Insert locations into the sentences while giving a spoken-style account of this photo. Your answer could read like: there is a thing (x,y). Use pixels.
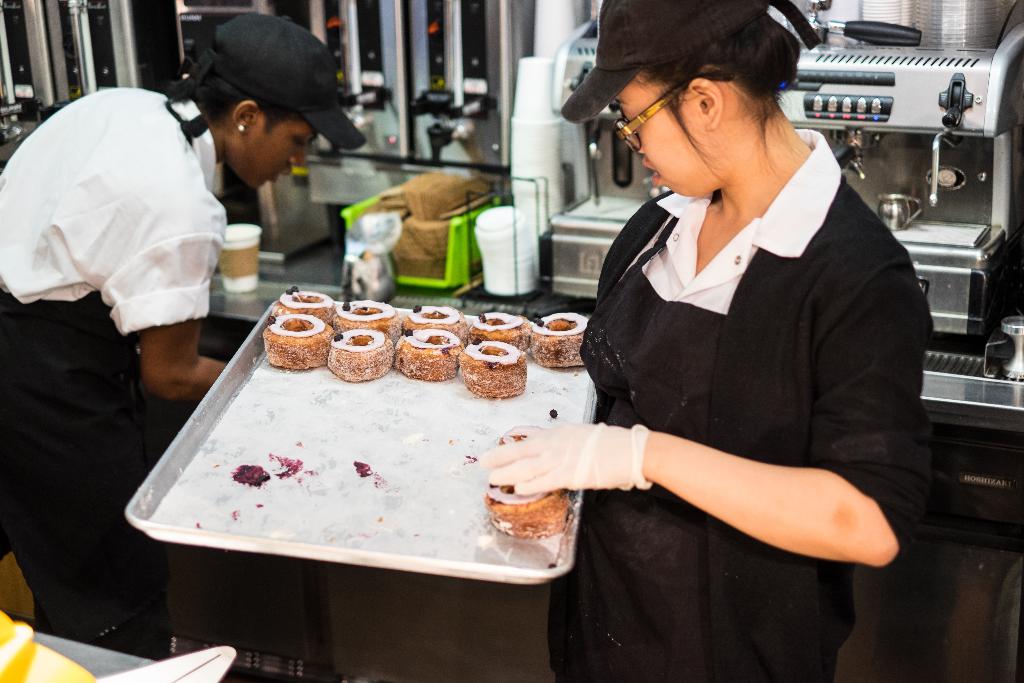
In this image I can see two persons (731,267) standing. The person (755,366) at right (755,366) wearing black and white dress (716,334) holding few cakes (350,312) in the tray (328,374), and the person (94,274) at left (165,378) wearing black and white dress (103,289). Background (250,253) I can see few bottles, glasses (481,224), machines (600,194).
